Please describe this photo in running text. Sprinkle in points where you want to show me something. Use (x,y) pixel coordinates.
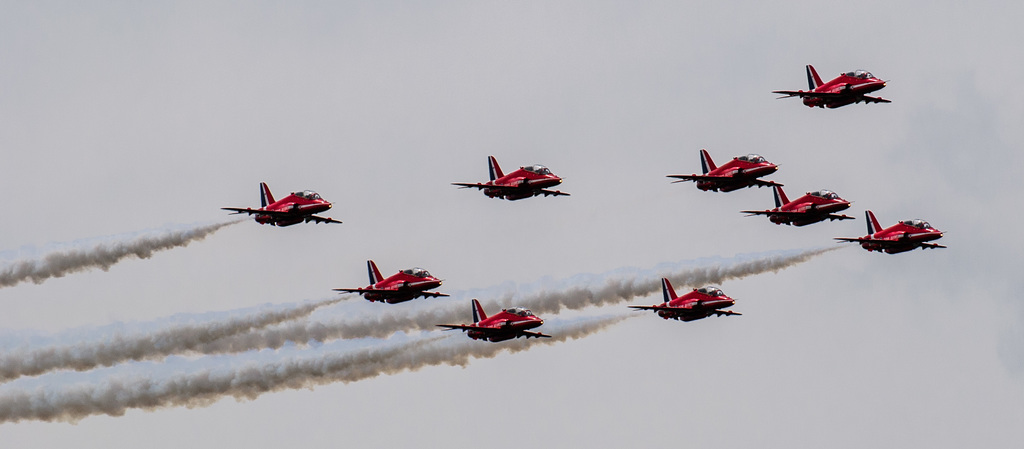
In this image there are a few airplanes (686,318) flying in the air (336,268) with smoke (38,268) behind them. In the background of the image (363,62) there is sky (377,84).
